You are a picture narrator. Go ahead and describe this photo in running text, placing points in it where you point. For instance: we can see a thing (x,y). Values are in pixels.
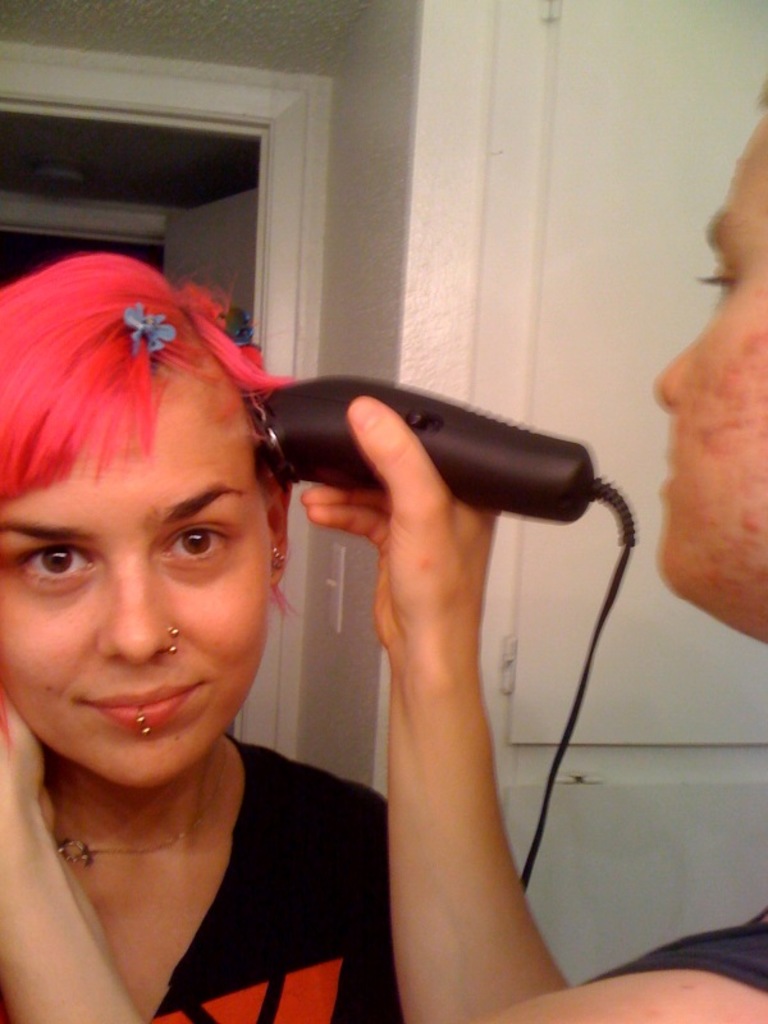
In this image we can see two person's (523,961), a person (496,937) is holding an object (560,485) and wall (560,583) in the background (428,243).
